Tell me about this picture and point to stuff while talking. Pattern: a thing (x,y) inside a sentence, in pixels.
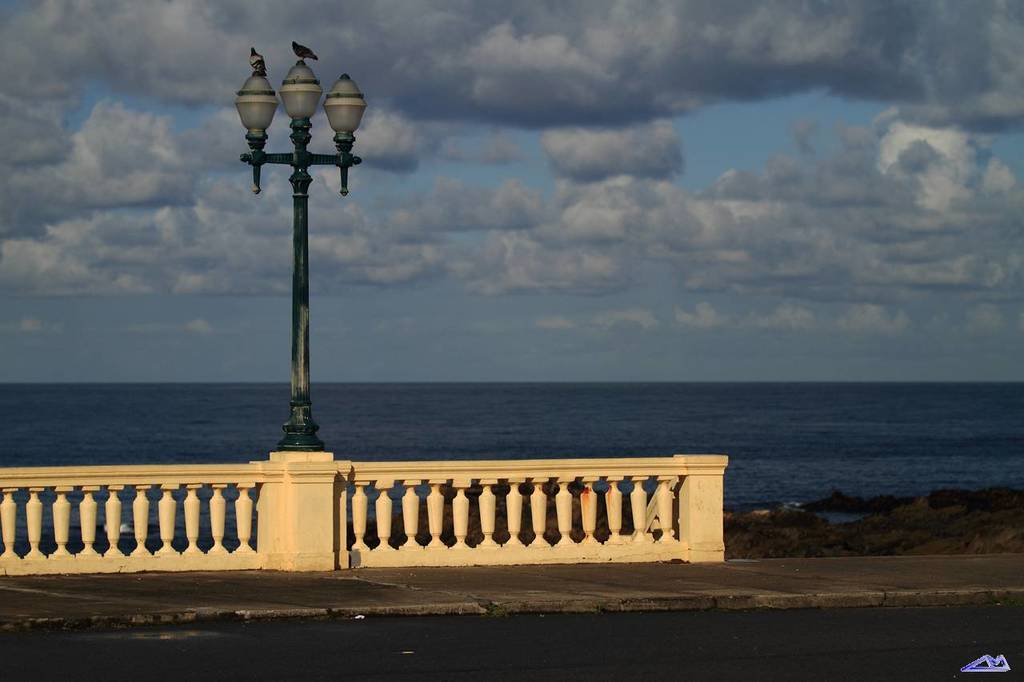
In this image I can see the sea (648,399) and in front of the sea (636,394) I can see the fence (685,529) and street light pole (338,87), at the top (757,143) I can see the sky (753,102) and sky (453,69) is cloudy.
